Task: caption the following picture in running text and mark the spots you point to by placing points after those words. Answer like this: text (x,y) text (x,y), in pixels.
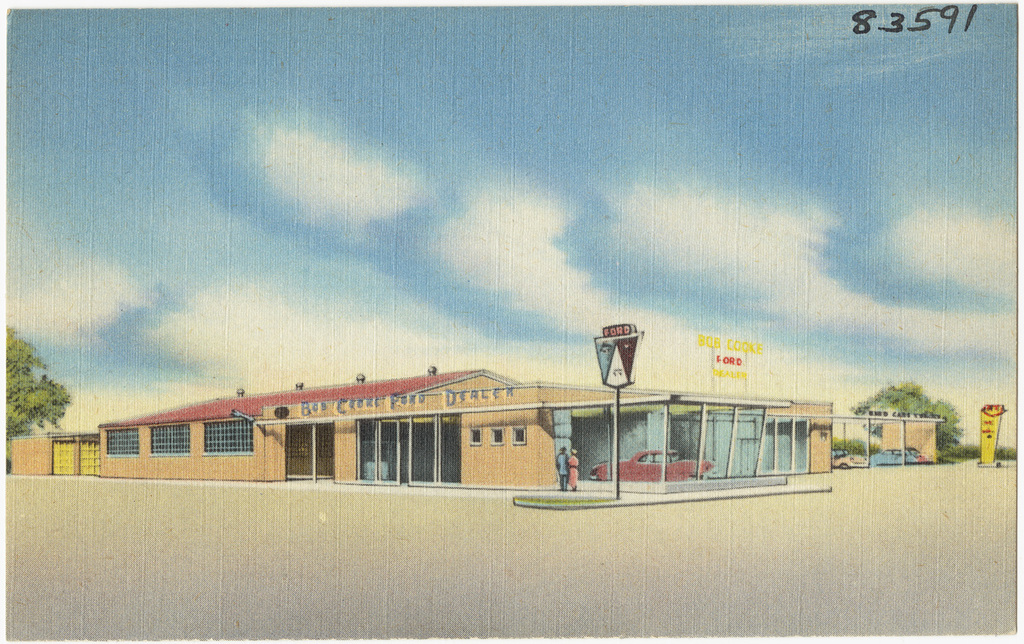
In this image I can see a board (613,381) attached to the pole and I can see two persons (573,465) standing and I can also see few vehicles (602,472). Background (416,448) I can see a building (286,450) in cream color, trees (14,365) in green color and the sky (413,179) is in blue and white color.
